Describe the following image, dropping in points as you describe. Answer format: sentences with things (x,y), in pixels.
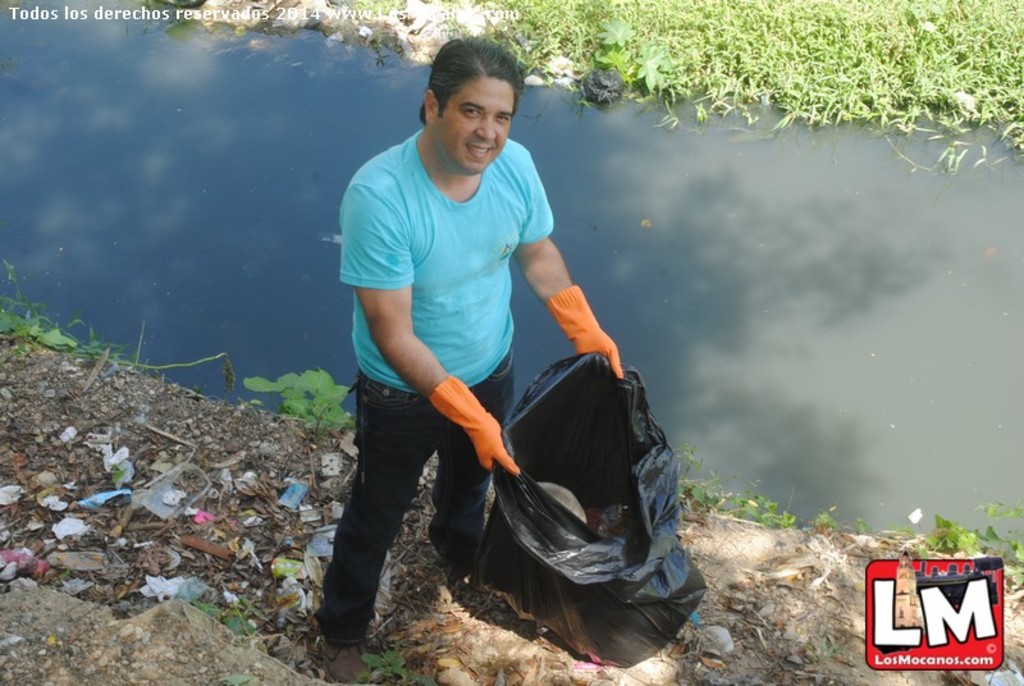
In this picture I can see a man (400,432) standing and holding a trash bag (668,490) in his hand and he wore gloves (560,307) to his hands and I can see grass (754,22) on the ground (617,80) and water (48,25) and I can see text (372,9) at the top left corner of the picture (306,16) and I can see a logo (913,587) at the bottom right corner of the picture (985,659).
